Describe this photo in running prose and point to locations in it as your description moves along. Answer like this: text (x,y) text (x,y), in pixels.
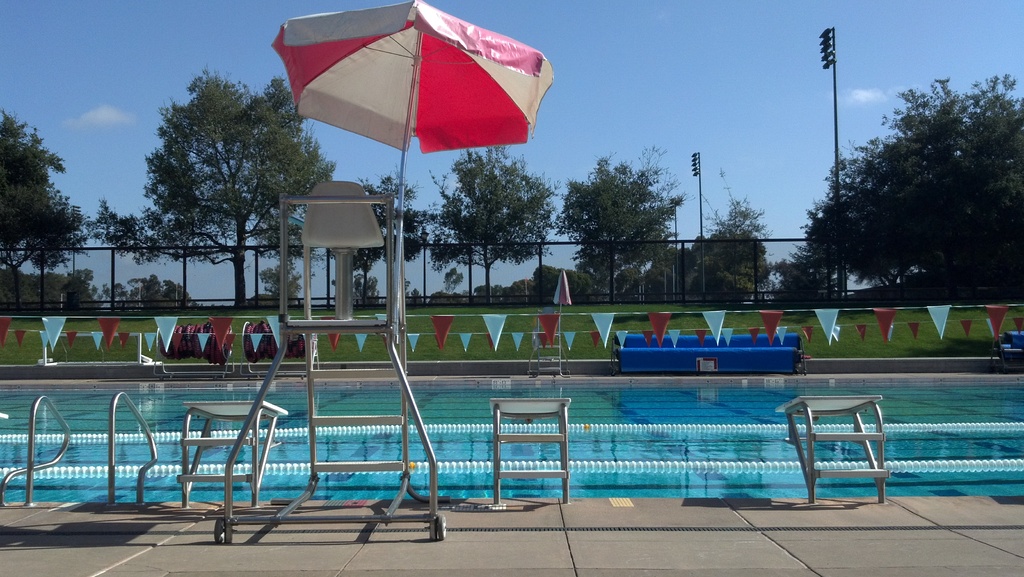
As we can see in the image there is a swimming pool (38,423), an umbrella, lights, grass (695,306) and trees (61,256). On the top (511,35) there is sky (121,23).
